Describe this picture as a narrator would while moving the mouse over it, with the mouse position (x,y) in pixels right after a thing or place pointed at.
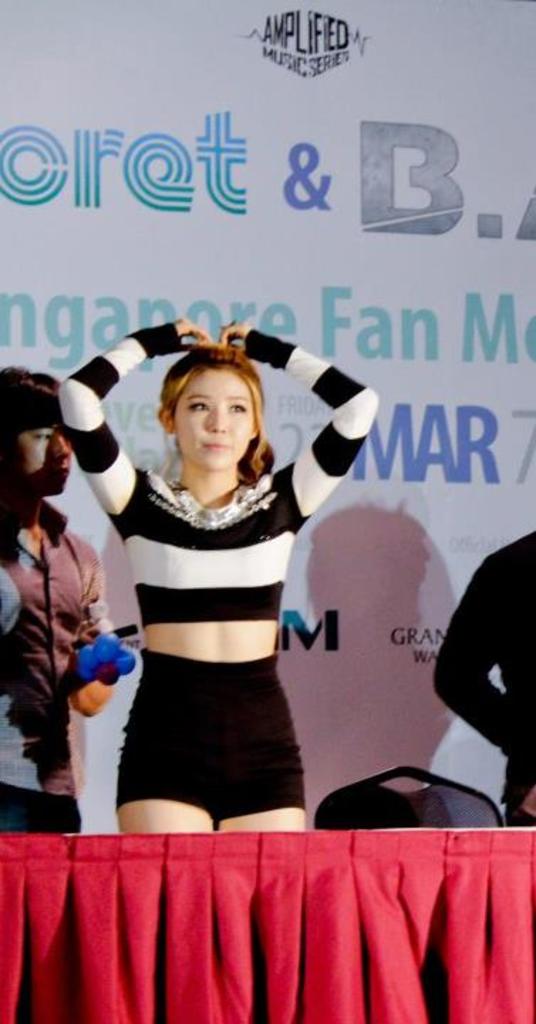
In this image we can see a woman (294,360) wearing black and white color dress (225,678) is standing here. Here we can see the table (336,933) with a red color table cloth (419,900), we can see chair (362,816) and two persons (480,639) standing. In the background (439,255), we can see the banner (439,255) on which we can see some text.
